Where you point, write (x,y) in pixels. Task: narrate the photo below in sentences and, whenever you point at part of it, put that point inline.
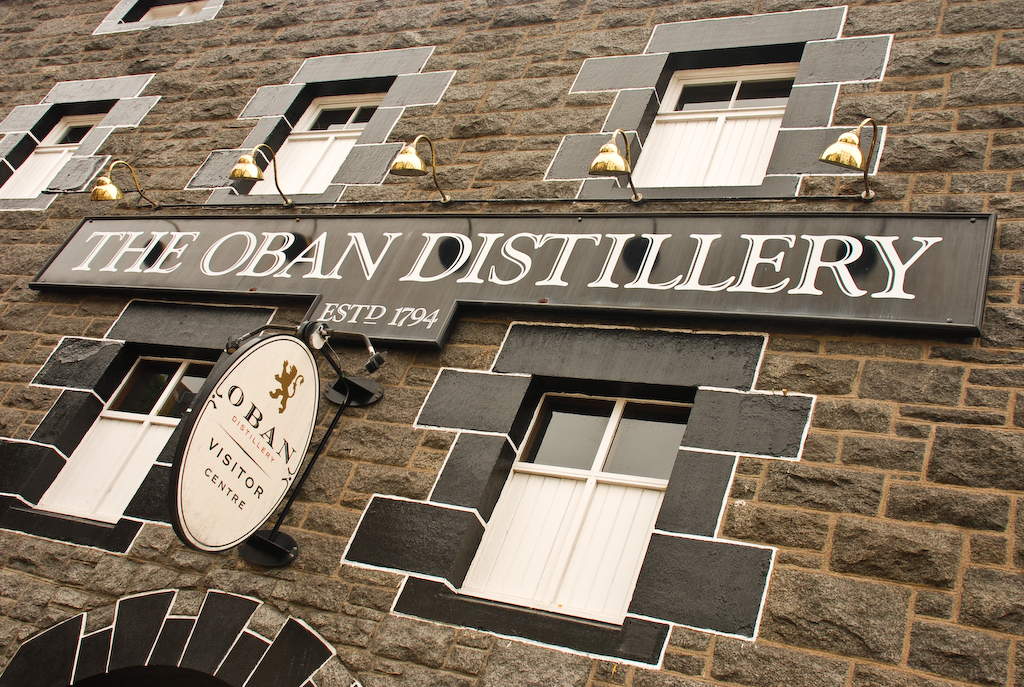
In this picture there is a building (163,405) in the center of the image (674,247) and there are windows (187,6) and posters (324,263) on it.
